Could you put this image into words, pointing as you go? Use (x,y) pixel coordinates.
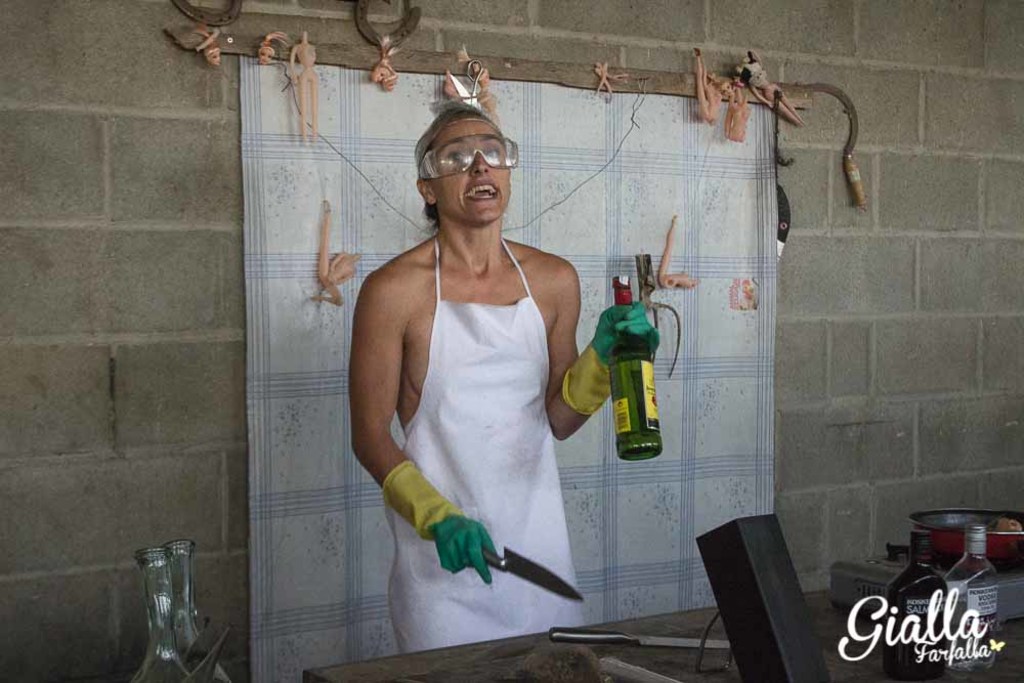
In the picture we can find a person (634,318) standing and holding a knife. She wore a gloved hand (582,365) holding a bottle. In the background (265,155) we can find a curtain (675,129) attached to the wall (71,259). And we can see a table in front of the person (487,292). On the table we can find a knife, two bottles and box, a pan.
